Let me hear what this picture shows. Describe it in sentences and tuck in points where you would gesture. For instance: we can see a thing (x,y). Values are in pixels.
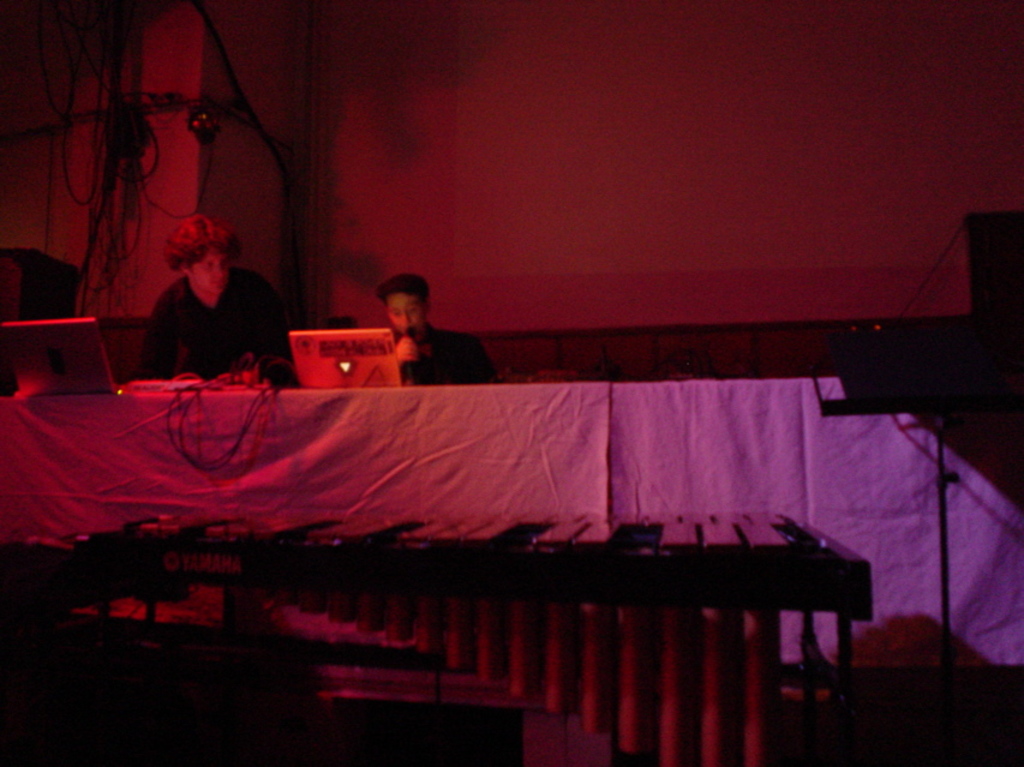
In this image there are two people (411,310) behind the table (486,446) and on top of the table (419,412) there are laptops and few other objects (237,387). Behind them there is a wall (627,127). On the left side of the image (141,154) there are wires (121,185). In front of the image there is an object (612,578).
